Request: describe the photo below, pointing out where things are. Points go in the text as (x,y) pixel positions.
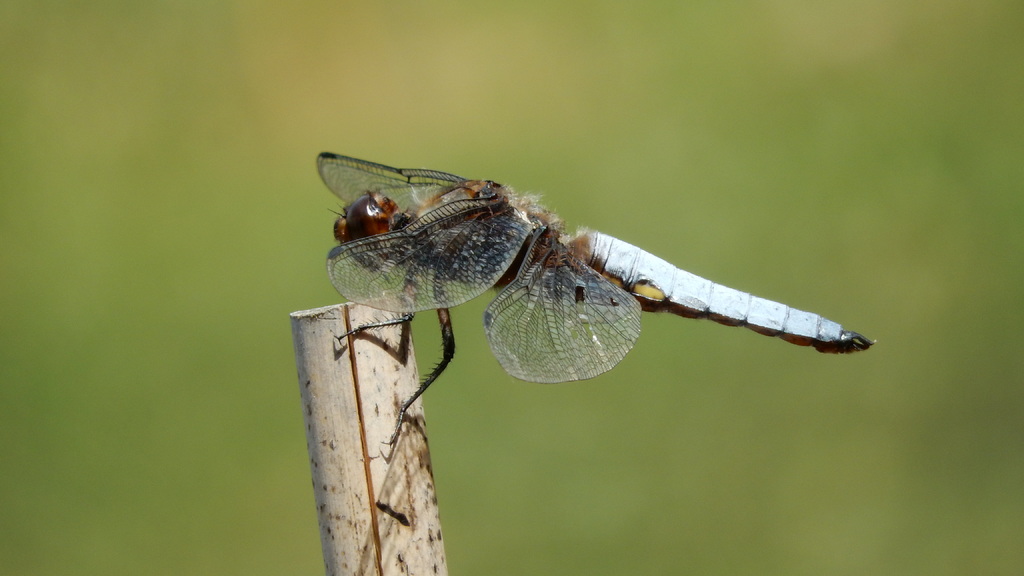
In this image we can see an insect (497,236) sitting on a wooden object (373,354). There is a blur background (626,451) in the image.
